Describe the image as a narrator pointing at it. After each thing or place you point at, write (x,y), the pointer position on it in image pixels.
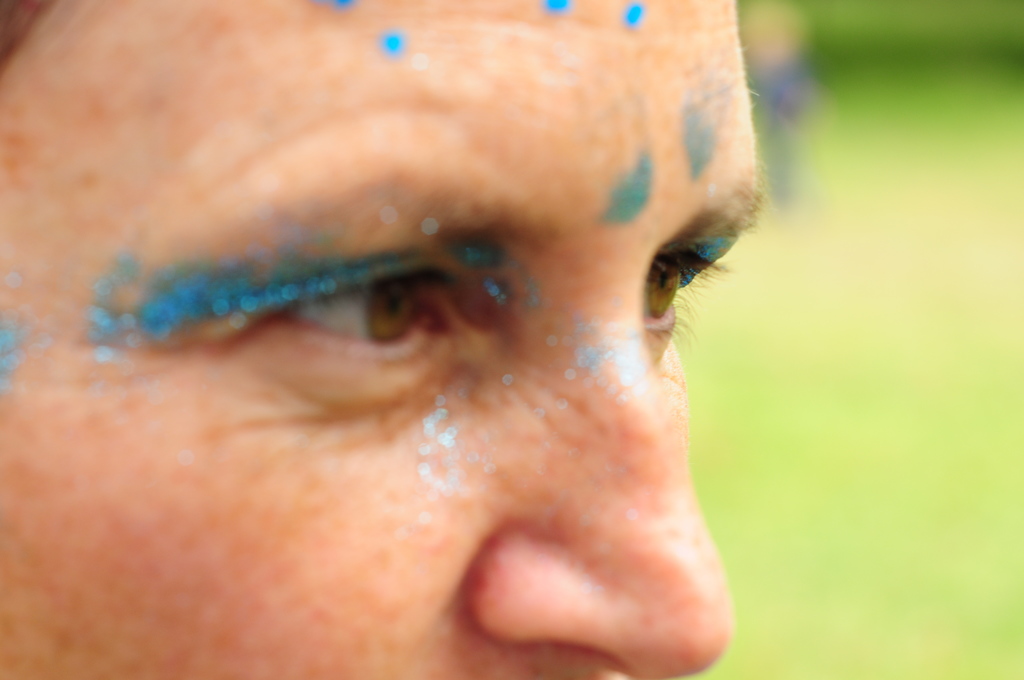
In this image I can see there is some glitter (208,312) on the face (320,215) of a person (409,264) and the background of the image (907,22) is blurred.
